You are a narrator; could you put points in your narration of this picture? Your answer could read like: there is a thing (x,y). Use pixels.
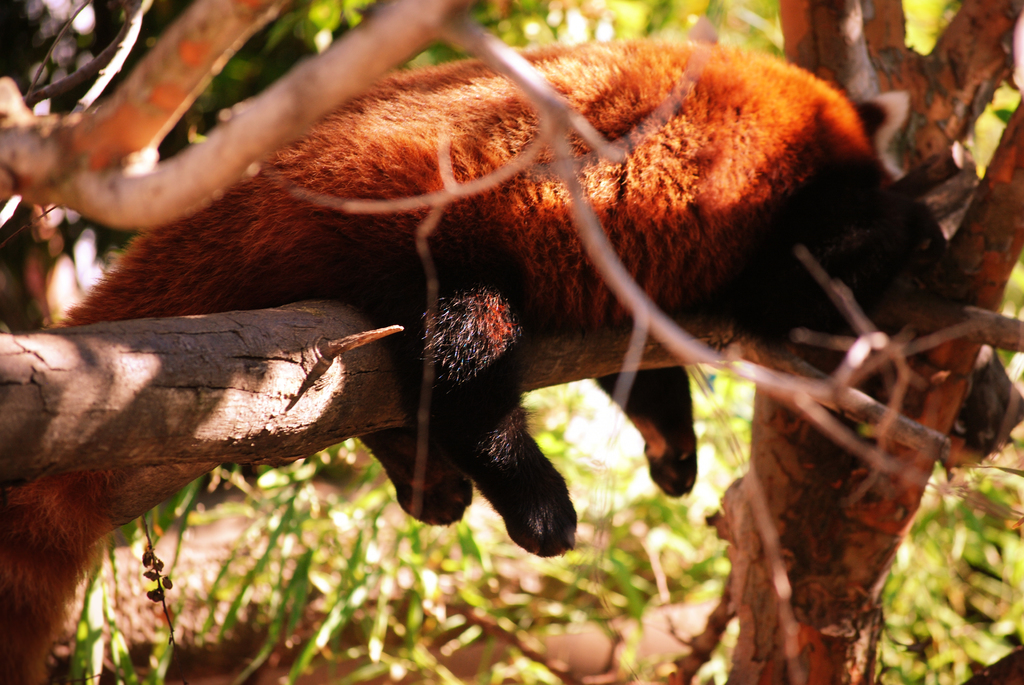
In the middle of the image (476,268) we can see an animal (466,287) on the tree (122,165).
